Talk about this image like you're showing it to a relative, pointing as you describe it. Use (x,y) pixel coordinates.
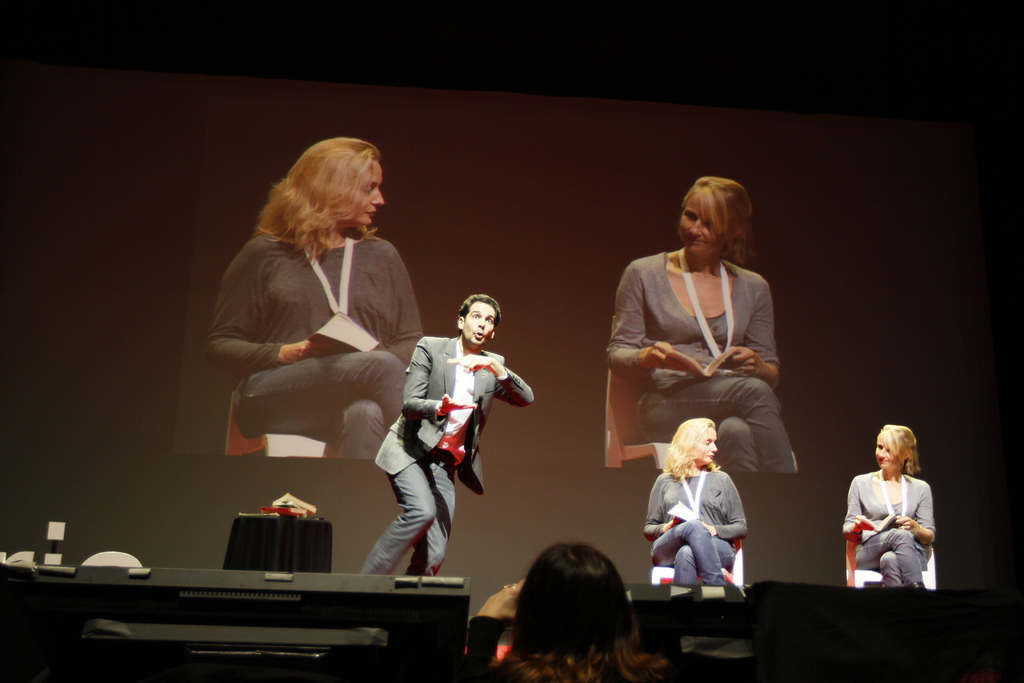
In this picture we can see two women (666,556) wore id cards (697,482) and holding books (681,510) with their hands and sitting on chairs (850,570) and beside them we can see a man (476,312) and a table (315,548) with books (286,496) on it and in front of them we can see a person (535,595) and some devices (455,581) and at the back of them we can see a screen (417,105).
